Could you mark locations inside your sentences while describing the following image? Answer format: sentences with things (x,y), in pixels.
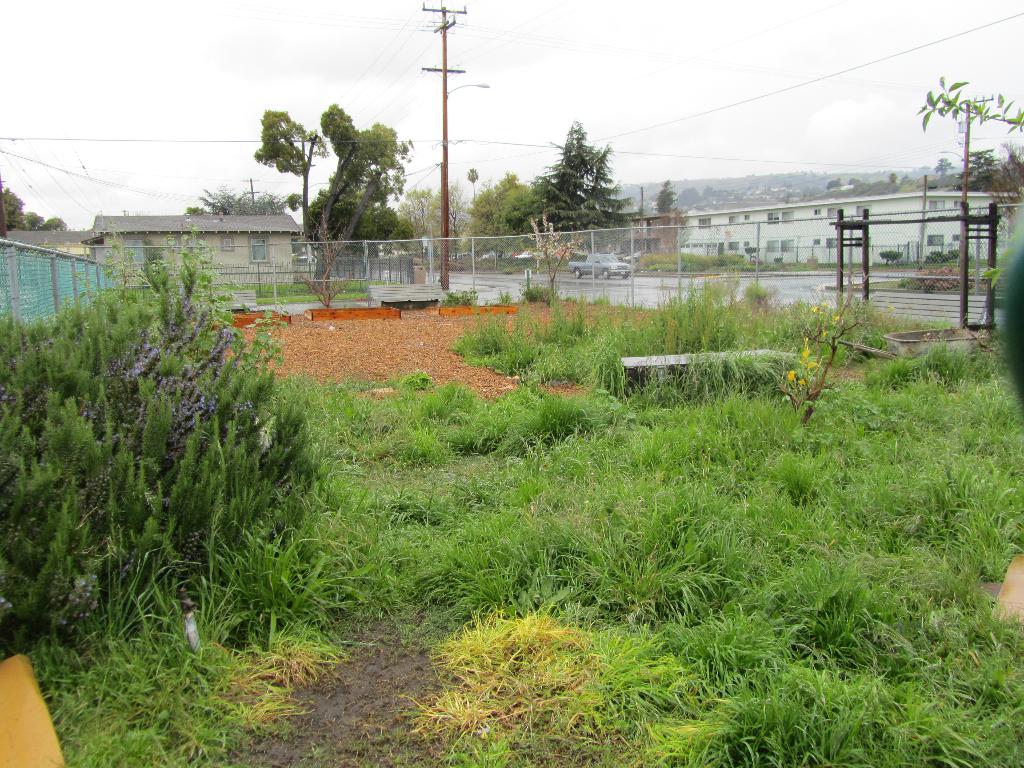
In this image we can see some plants (228,387) and grass (701,514). on the backside (626,86) we can see a fence (71,269), an utility pole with wires (537,150), trees (427,198), a house (178,236) with a roof (168,219), pole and the sky (626,99) which looks cloudy.
